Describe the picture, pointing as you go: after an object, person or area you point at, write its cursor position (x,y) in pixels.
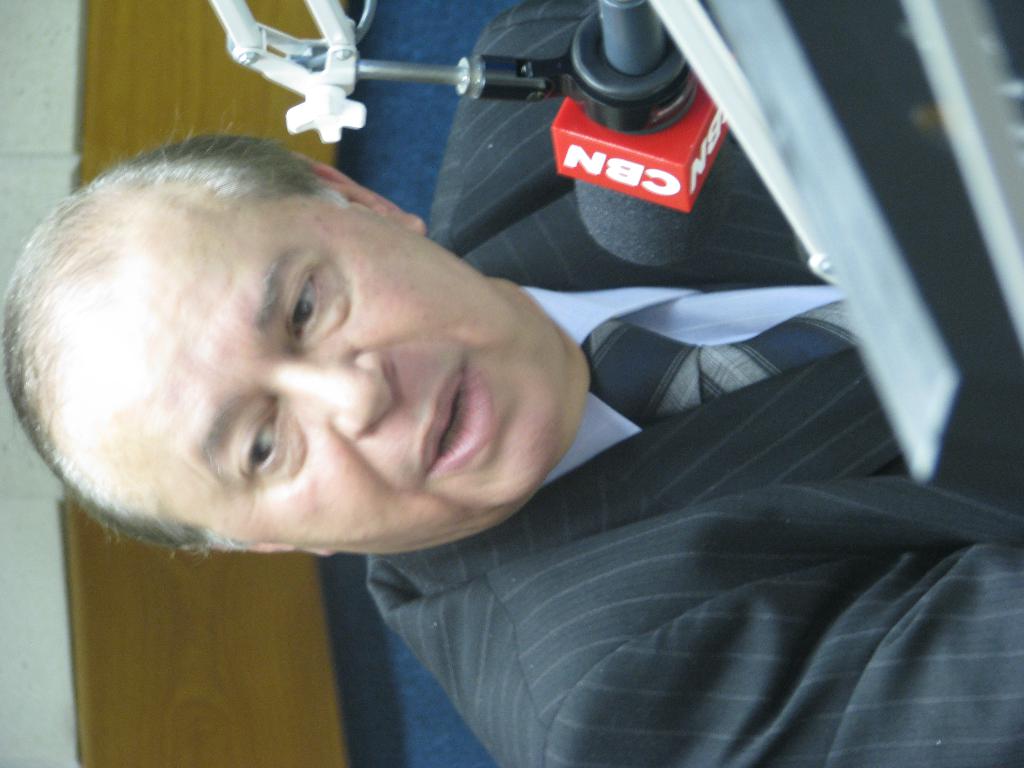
In this image we can see a person (569,181), in front of him there is a mic (678,125) with text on it, also we can see the wall (41,99).
